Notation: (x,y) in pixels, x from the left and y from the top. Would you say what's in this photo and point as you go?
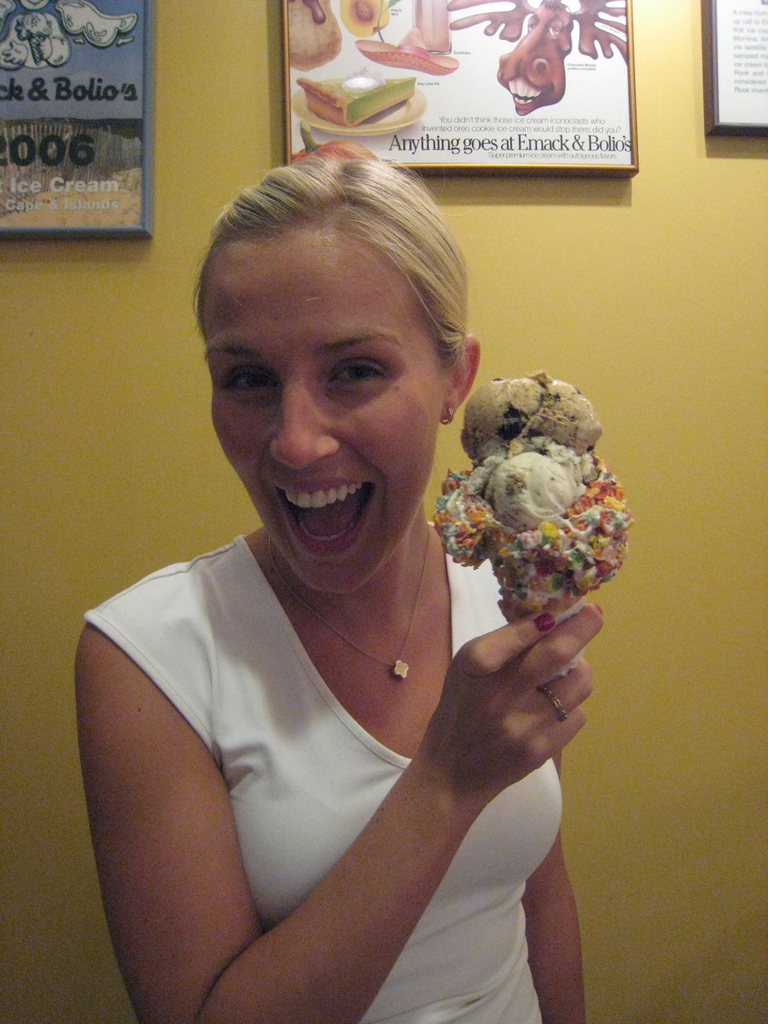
In this picture there is a woman (415,412) wearing a white top (172,687) and holding an ice-cream (547,593). In the background (654,365) there is a wall (656,323) with frames (40,164).
